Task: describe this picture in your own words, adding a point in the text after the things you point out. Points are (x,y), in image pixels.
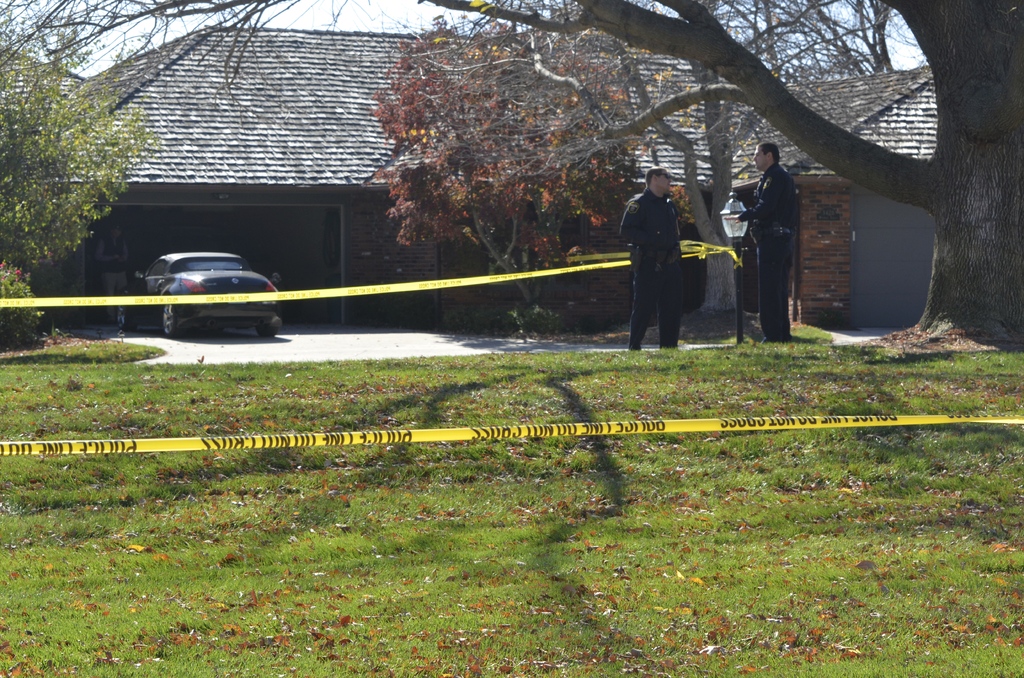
There are men (643,230) those who are standing on the right side of the image (734,228), in front of a lamp pole (738,266) and there are barrier tapes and grassland (618,387) in the foreground area (579,376), there is a car (165,268) and a house (172,137) in the background area (177,275), there is a tree (868,165) on the right side (1010,108) and there is sky (453,12) in the background area (161,36).
